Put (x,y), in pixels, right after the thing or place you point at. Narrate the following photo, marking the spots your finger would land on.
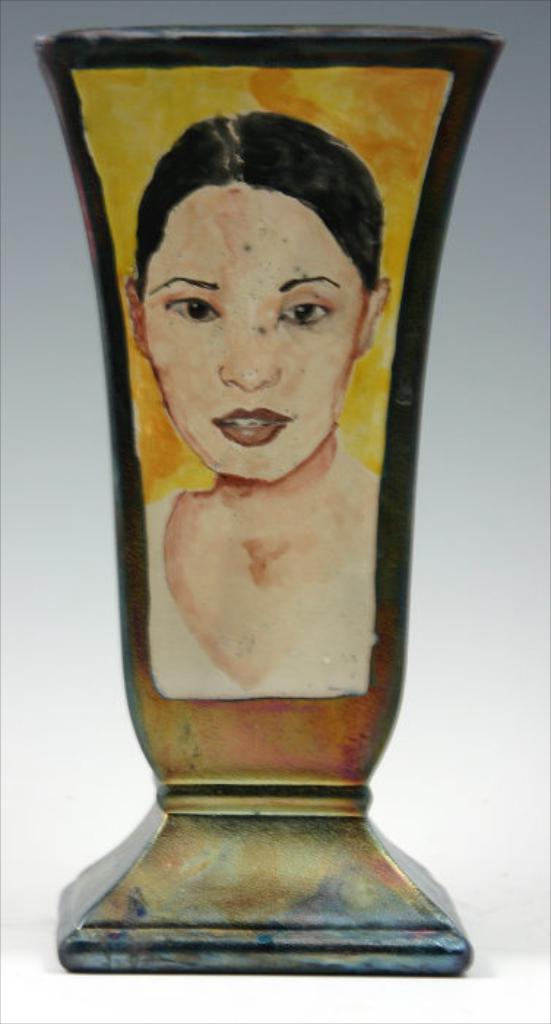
In this image, we can see a painting (250,428) of a lady (250,428) on an object (219,791), which is placed on the surface (87,983).
